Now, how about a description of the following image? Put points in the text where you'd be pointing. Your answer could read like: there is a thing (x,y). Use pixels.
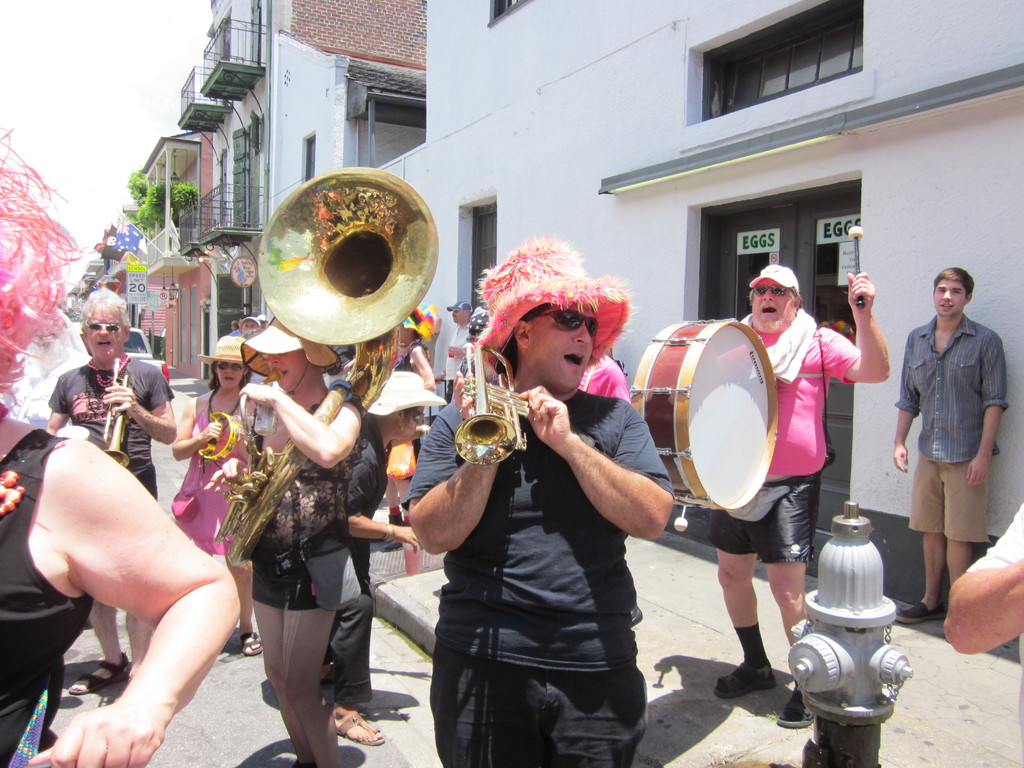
In this image I can see group of people (577,714) holding few musical instruments (412,269). In front the person (553,594) is wearing black color dress (552,671) and I can also see the fire hydrant (856,696) in silver color, background I can see few buildings (524,222) in white and brown color, plants (191,196) in green color and the sky (90,93) is in white color.
